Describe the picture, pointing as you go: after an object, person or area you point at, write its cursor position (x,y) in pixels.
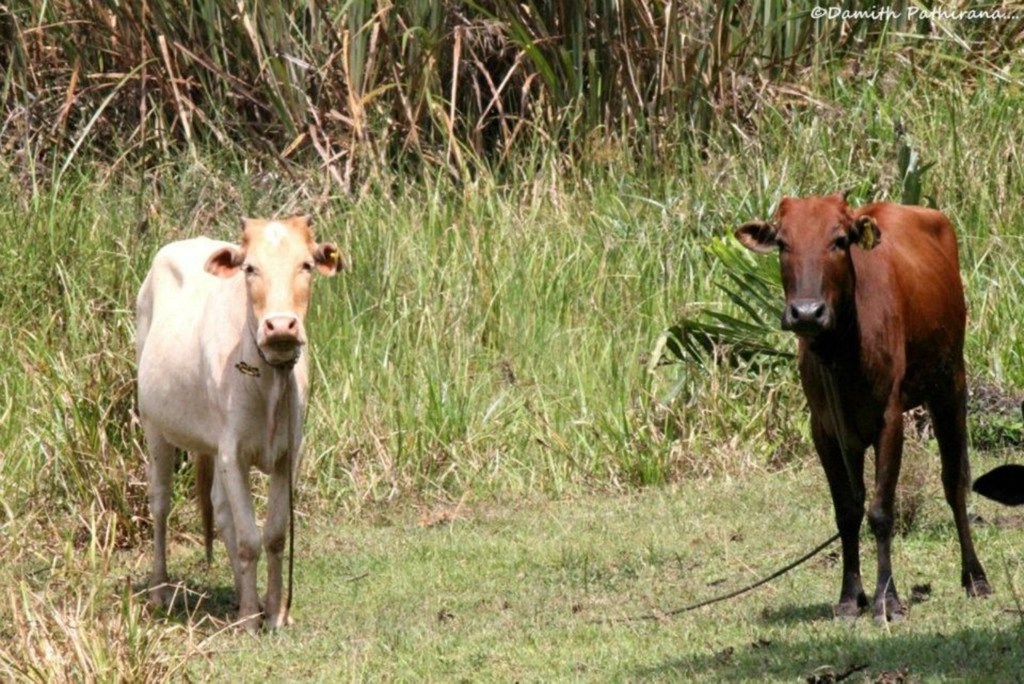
In this picture we can see brown cow (831,327) at the right side of the picture (846,328) and white cow (286,293) at the left side of the picture (247,348). On the background (350,83) we can see plants (539,109). This is a grass (511,637).
